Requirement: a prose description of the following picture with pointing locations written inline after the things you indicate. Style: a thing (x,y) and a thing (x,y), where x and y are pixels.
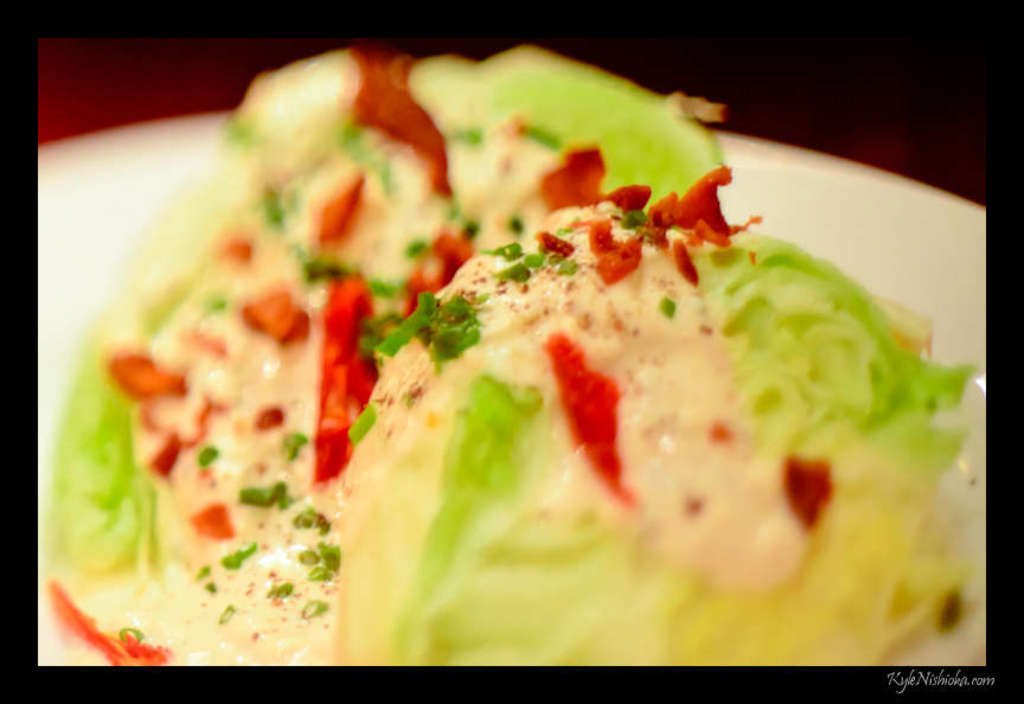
In this image we can see an edited image. In this image we can see a food item (634,404) on an object (62,297). In the background of the image (860,132) there is a blur background. On the image there is a watermark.
